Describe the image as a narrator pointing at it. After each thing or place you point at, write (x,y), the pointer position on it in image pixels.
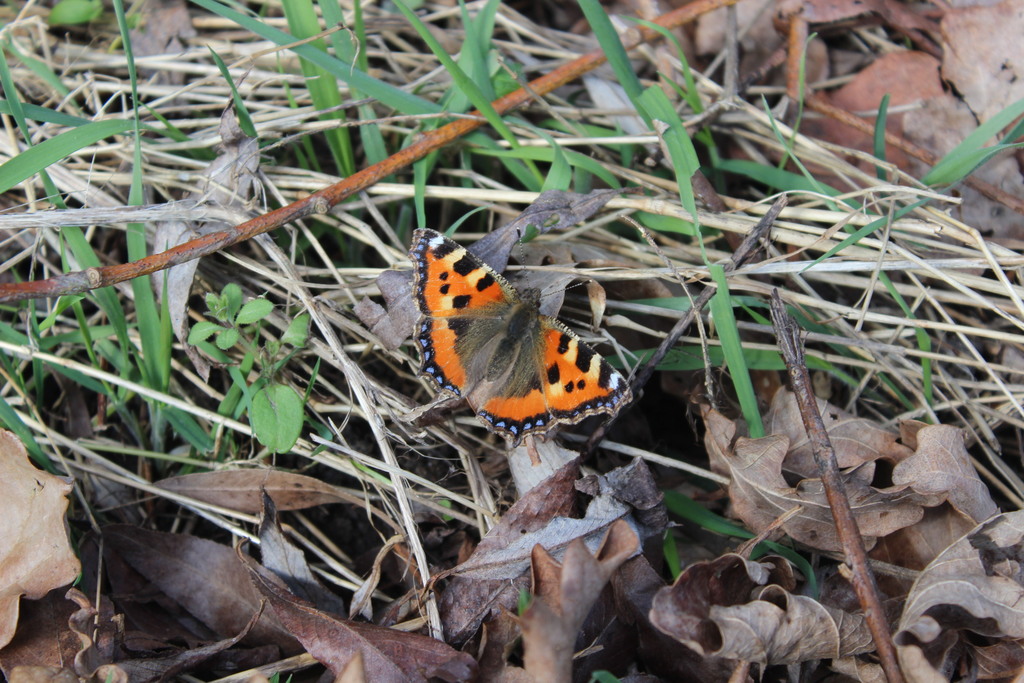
In this image there is a butterfly (417,243), and there are leaves (928,509), grass (621,275).
